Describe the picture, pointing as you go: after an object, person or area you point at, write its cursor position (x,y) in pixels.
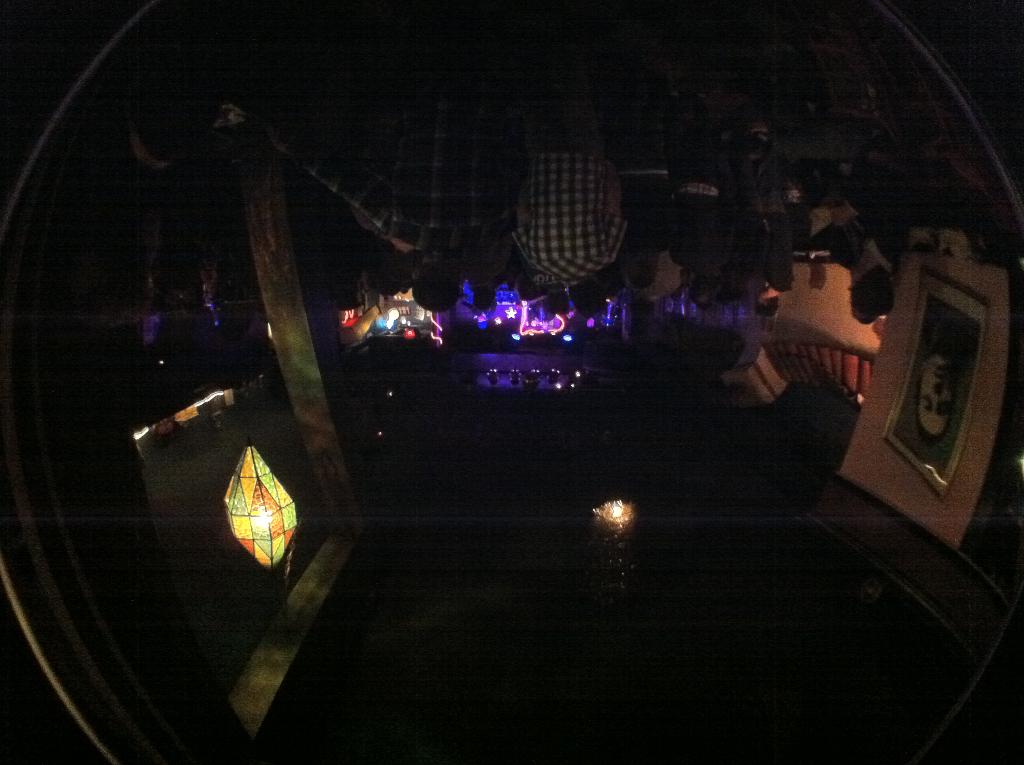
Here in this picture we can see group of people (712,210) sitting and standing over a place and we can see colorful lights (432,338) present all over there and on the right side (888,444) we can see a photo frame (936,299) present over there.
